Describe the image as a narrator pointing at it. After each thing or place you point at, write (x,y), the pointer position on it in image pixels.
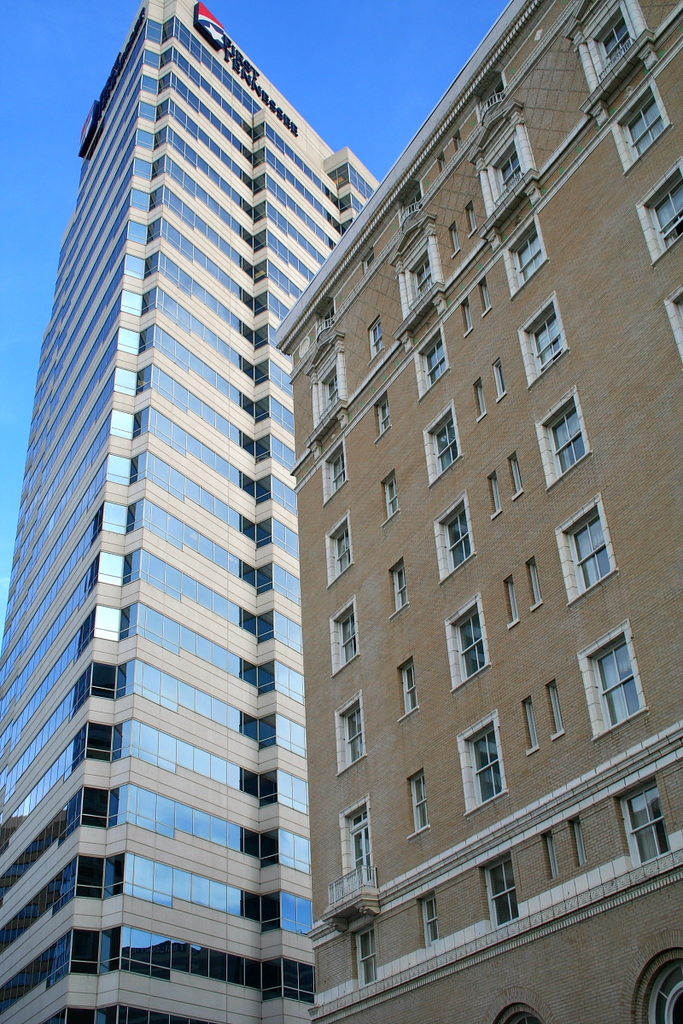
This picture is clicked in the city. In this picture, we see buildings (277,611) which are in brown and white color. On top of the building (222,86), we see some text (288,117) written on it. At the top of the picture (393,34), we see the sky (25,264), which is blue in color.
